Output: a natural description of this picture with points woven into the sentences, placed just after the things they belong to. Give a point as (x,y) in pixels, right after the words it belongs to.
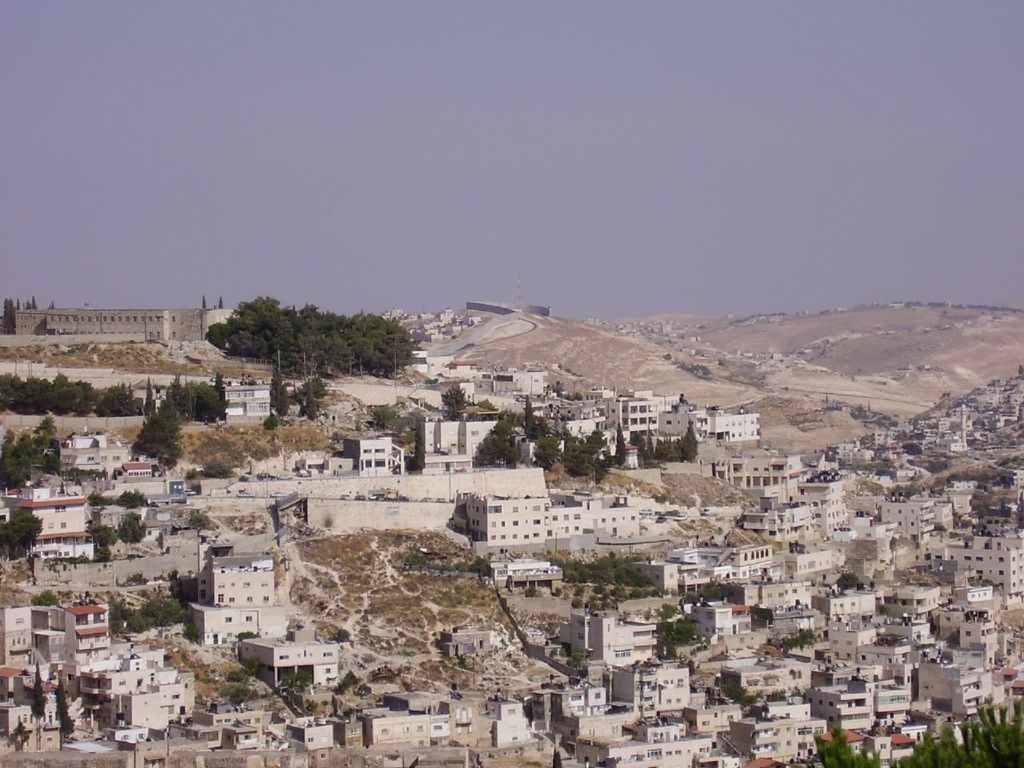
In the image in the center (562,460) we can see buildings (618,635), windows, roofs (649,663), trees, plants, grass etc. In the background (643,367) we can see the sky (675,200), hill (565,344), building (98,315) etc.
